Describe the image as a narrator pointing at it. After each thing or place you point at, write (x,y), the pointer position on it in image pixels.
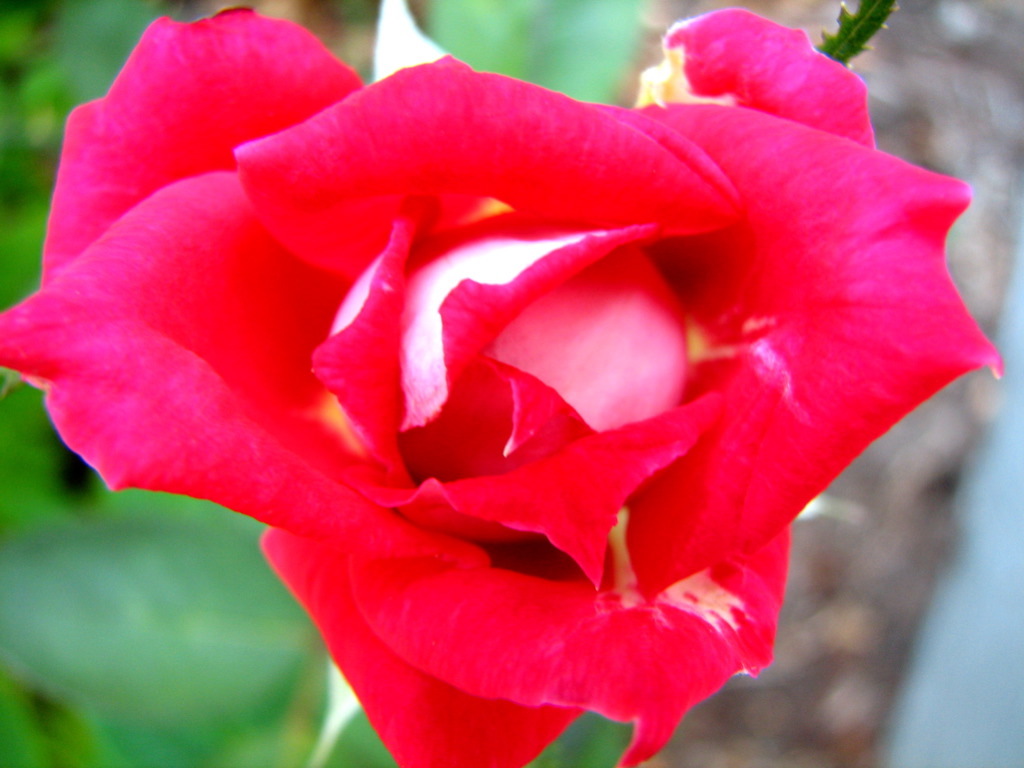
In the foreground of this picture (315,393), there is a red rose (553,225) to the plant (230,593). In the background (133,616), there is green color that it blurred.
